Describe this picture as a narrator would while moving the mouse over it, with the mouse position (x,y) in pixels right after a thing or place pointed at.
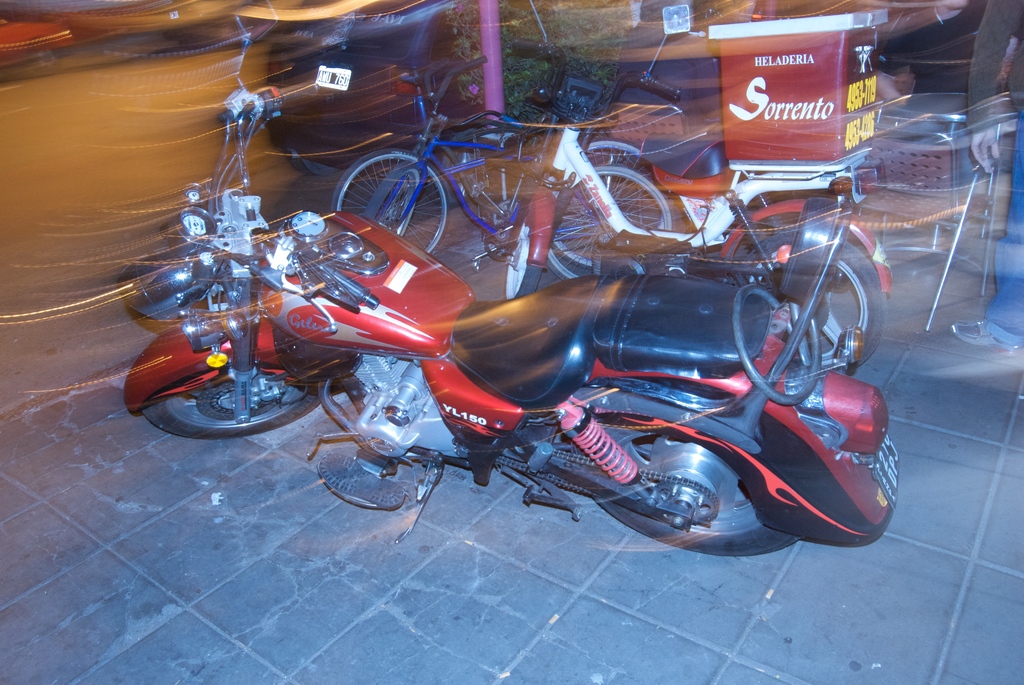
In the image we can see there are bikes (693,273) and bicycles (615,157) are parked on the road (451,527). Behind there are other people (991,129) standing and sitting on the chair (947,162).
